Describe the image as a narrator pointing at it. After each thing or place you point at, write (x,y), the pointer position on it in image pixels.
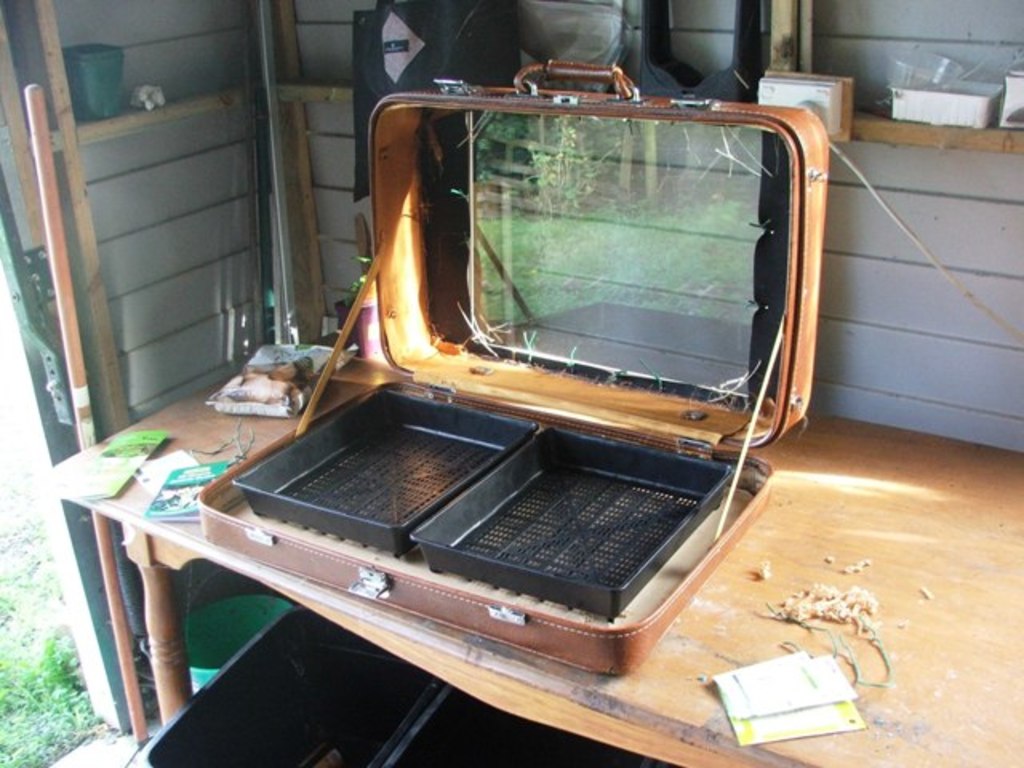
In a picture there is a table (856,747), on the table (221,432) there is one suitcase (472,582) in that one mirror (639,357) is there and two trays (439,532) are there, on the table (688,625) some papers (225,467) and one packet (232,405) is there, behind the table (222,415) there is a wall (929,156) on which some cups (908,112) and some bowl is present and outside the wall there is grass (43,690).
